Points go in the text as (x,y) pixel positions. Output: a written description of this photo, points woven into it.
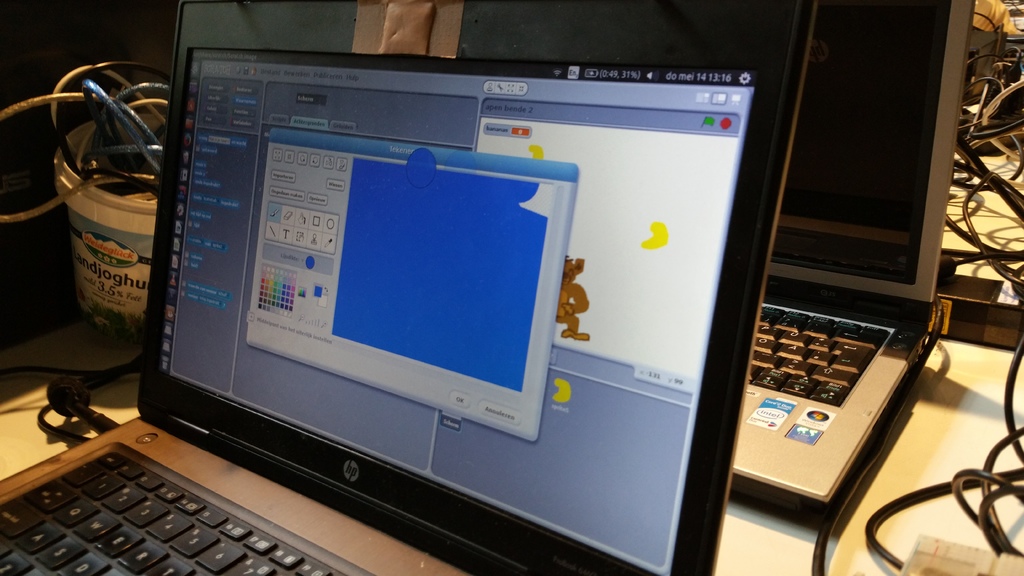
In this picture I can see there is a laptop (283,353) placed on the table (105,347) and it has keys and it has a cable (57,384) attached to the laptop (681,331) and in the backdrop (781,331) there is another laptop (858,309) and there are bunch of cables (1007,394) at right (980,464) and left sides.
